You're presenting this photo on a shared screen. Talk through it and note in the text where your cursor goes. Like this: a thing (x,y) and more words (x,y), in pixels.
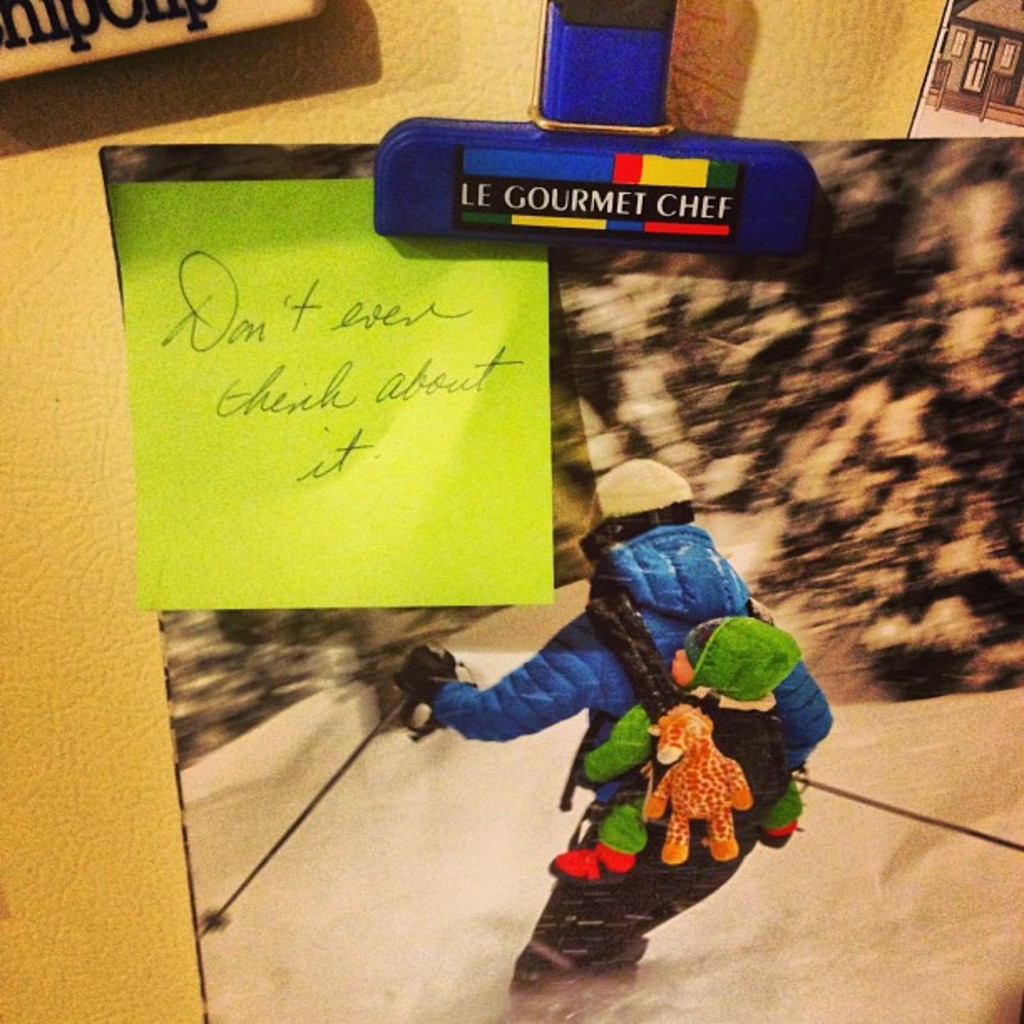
In this image we can see a photograph (565,721) and a sticky notes (379,531) placed on the wall (696,117).
